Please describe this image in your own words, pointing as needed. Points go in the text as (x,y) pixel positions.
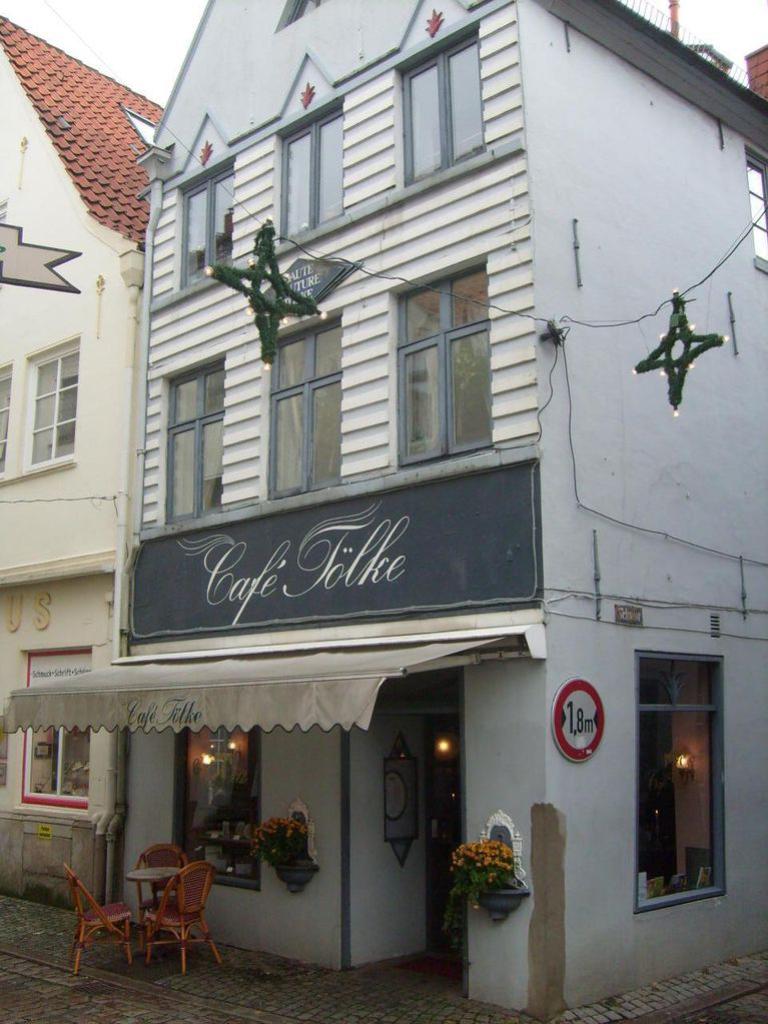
This picture shows a building (247,176) and we see couple of chairs (169,884) and a table (169,874).
